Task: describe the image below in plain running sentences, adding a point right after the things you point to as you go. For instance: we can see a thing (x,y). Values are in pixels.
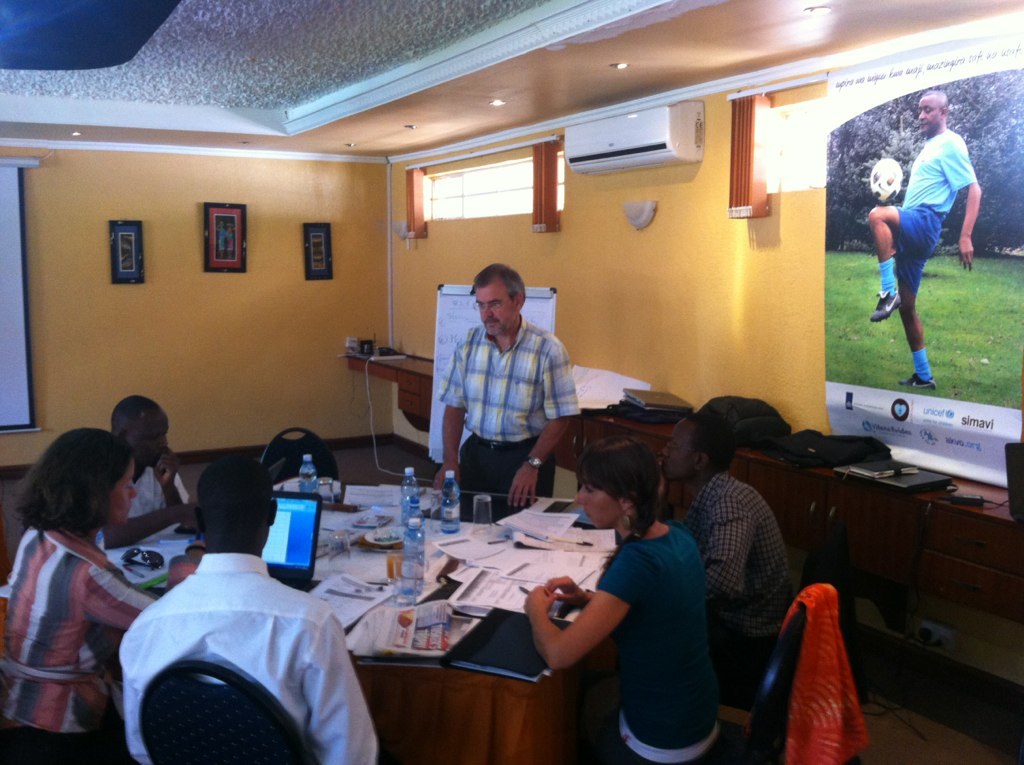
In the image we can see there are people (135,494) who are sitting on chair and on table (351,558) there is laptop (290,542) and papers (519,565) and there is a man (505,408) standing over here.
